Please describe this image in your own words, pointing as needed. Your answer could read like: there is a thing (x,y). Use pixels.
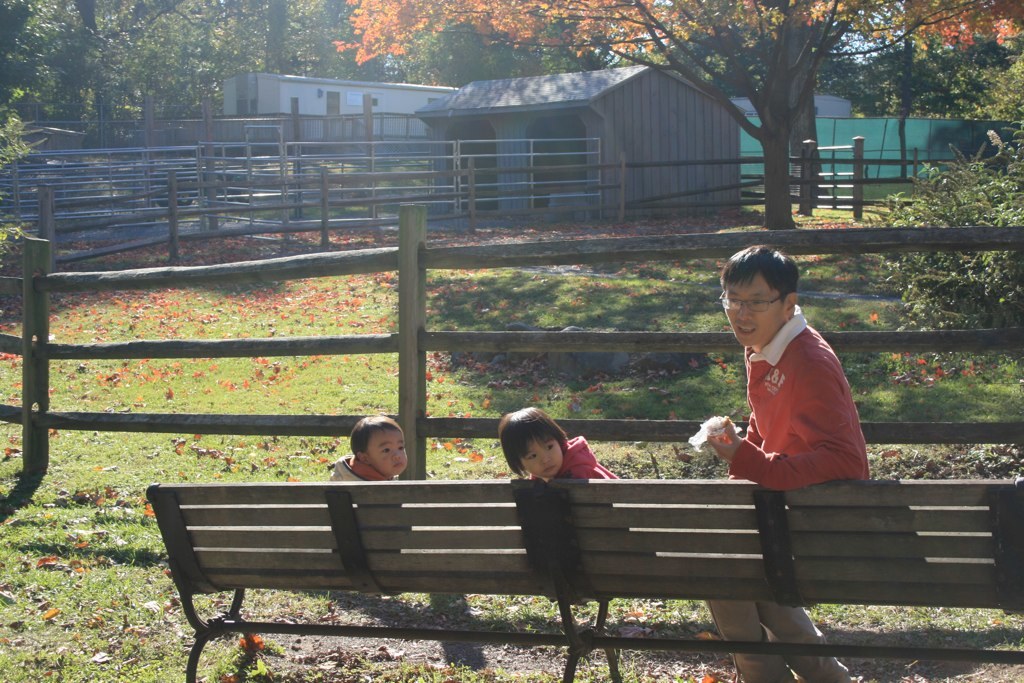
The image is taken in the outdoor. In the center of the image (375,443) there is a bench (802,518) and there are three people (558,426) near the bench (708,481). We can also see a fence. In the background (501,205) there is a house (345,106), trees (783,175), bushes (944,280) and a shed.
